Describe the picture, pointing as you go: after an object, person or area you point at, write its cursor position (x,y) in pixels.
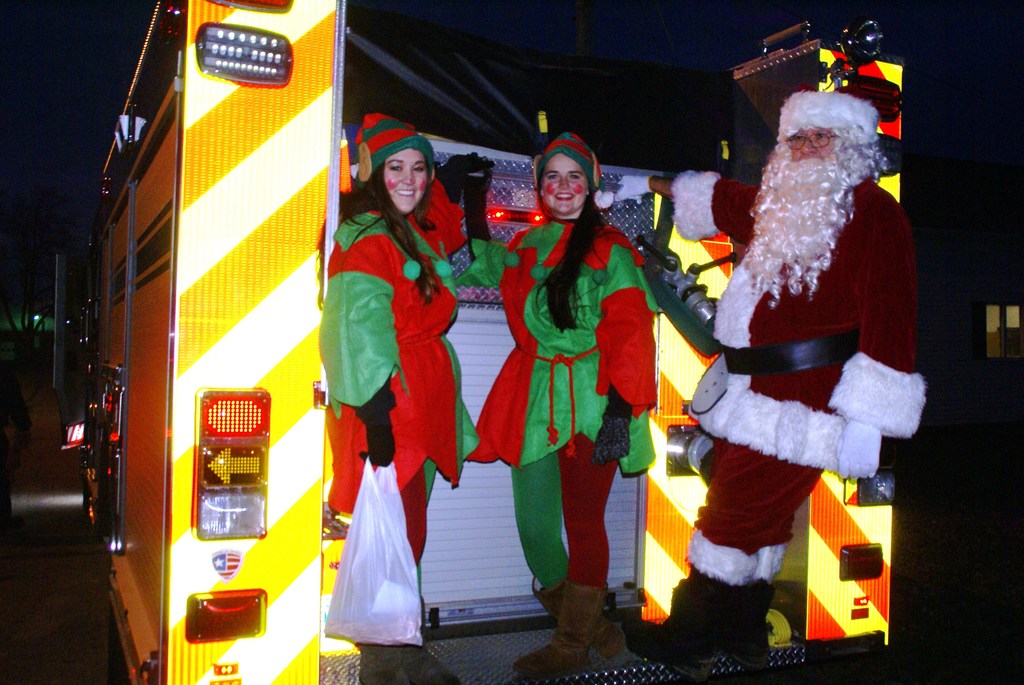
Here we can see two women (420,212) and they are smiling. She is holding a plastic cover (384,486) with her hand (375,455) and there is Santa Claus (717,615). This is a vehicle (304,601) and there is a dark background (931,20).
